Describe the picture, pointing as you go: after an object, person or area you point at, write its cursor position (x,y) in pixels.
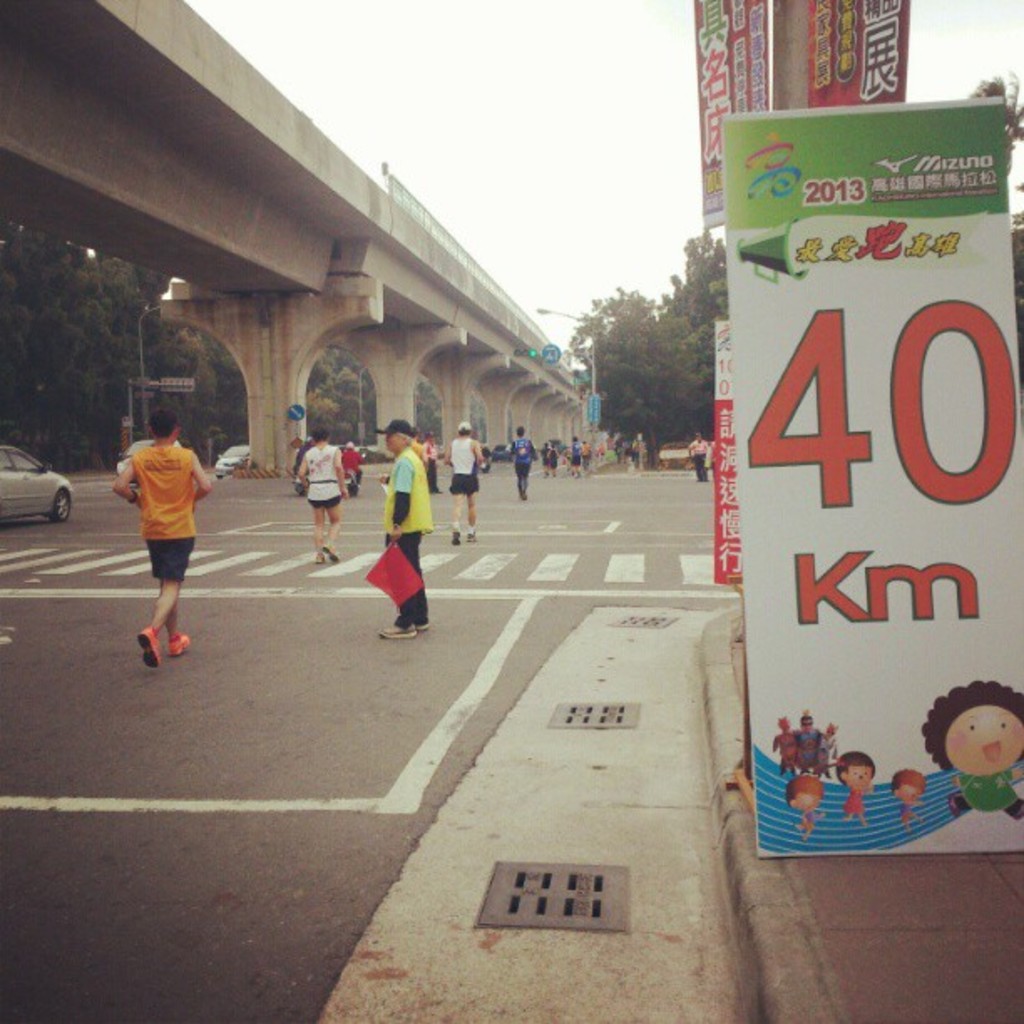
In this picture there are people (153,497) and we can see boards (725,549), flyover (7,151), pillars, vehicles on the road (406,801), traffic signal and poles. In the background of the image (21,356) we can see trees (57,344) and sky (541,286).
